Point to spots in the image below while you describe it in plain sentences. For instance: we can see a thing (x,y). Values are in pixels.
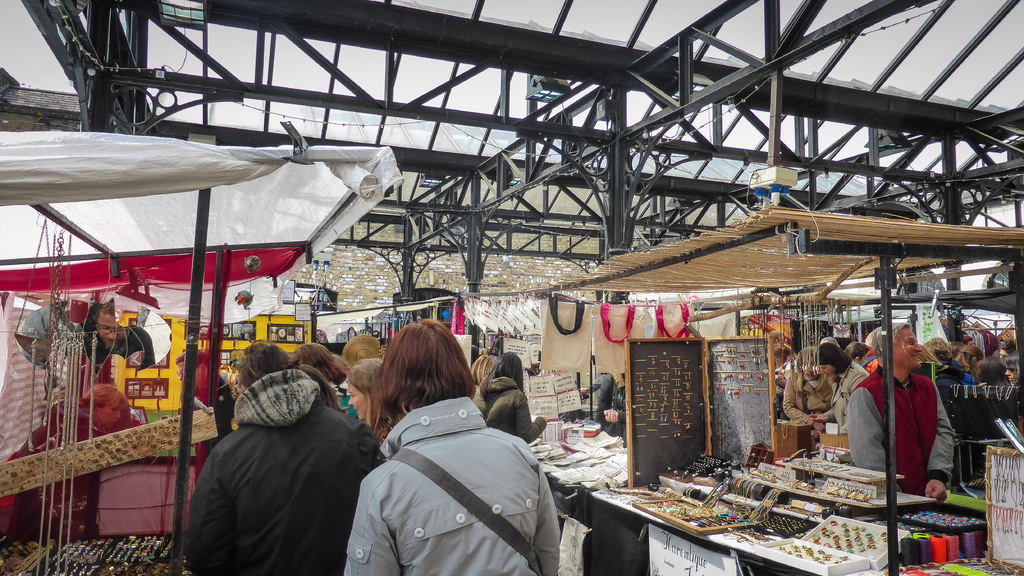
In this image I can see group of people (523,382) standing. I can see few chains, earrings (723,387), rings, threads (908,547) and some objects (643,481) on the table (695,481). I can see tents (764,282) and shed (533,46).
